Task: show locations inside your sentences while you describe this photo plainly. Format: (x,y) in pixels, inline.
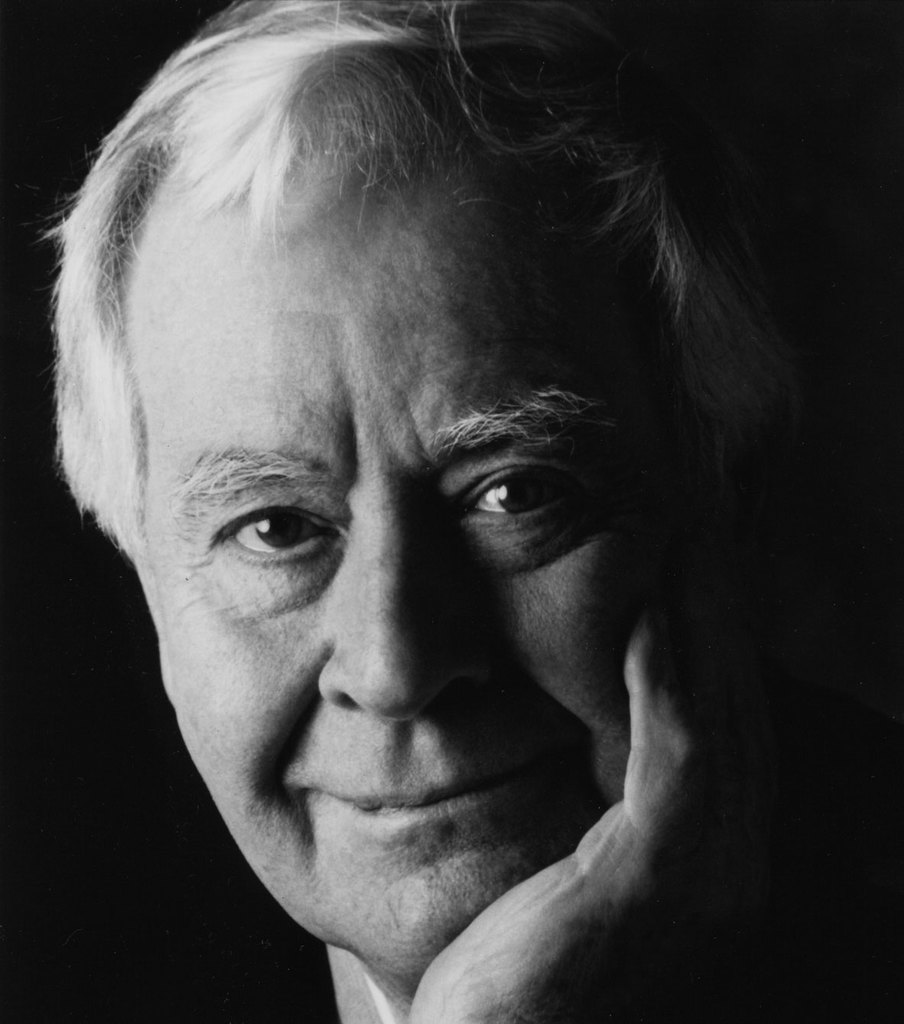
In this picture I can observe a man (468,459) in the middle of the picture (444,382). The background (35,110) is dark.
